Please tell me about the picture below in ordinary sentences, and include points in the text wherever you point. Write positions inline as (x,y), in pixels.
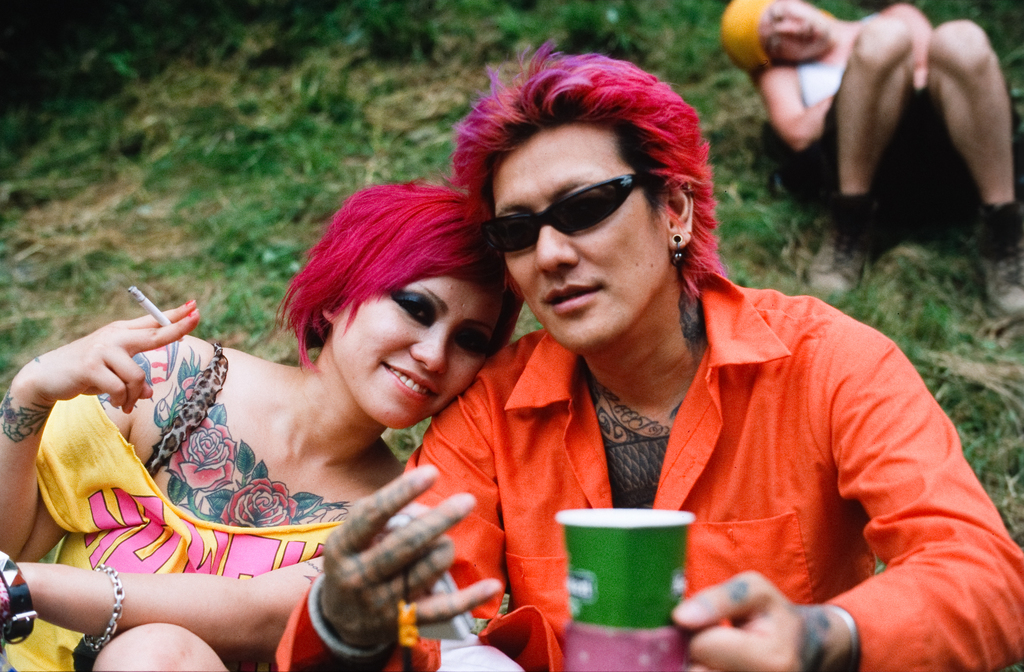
In this image I can see a man (711,510) is holding the cup (680,568), he wore orange color shirt (754,460), beside him a woman (254,477) is holding the cigarette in her hand (145,347). She wore yellow color top (132,478), behind them there is the grass (977,5). On the right side (833,48) there is another person (893,98) lying on the grass (989,10).
